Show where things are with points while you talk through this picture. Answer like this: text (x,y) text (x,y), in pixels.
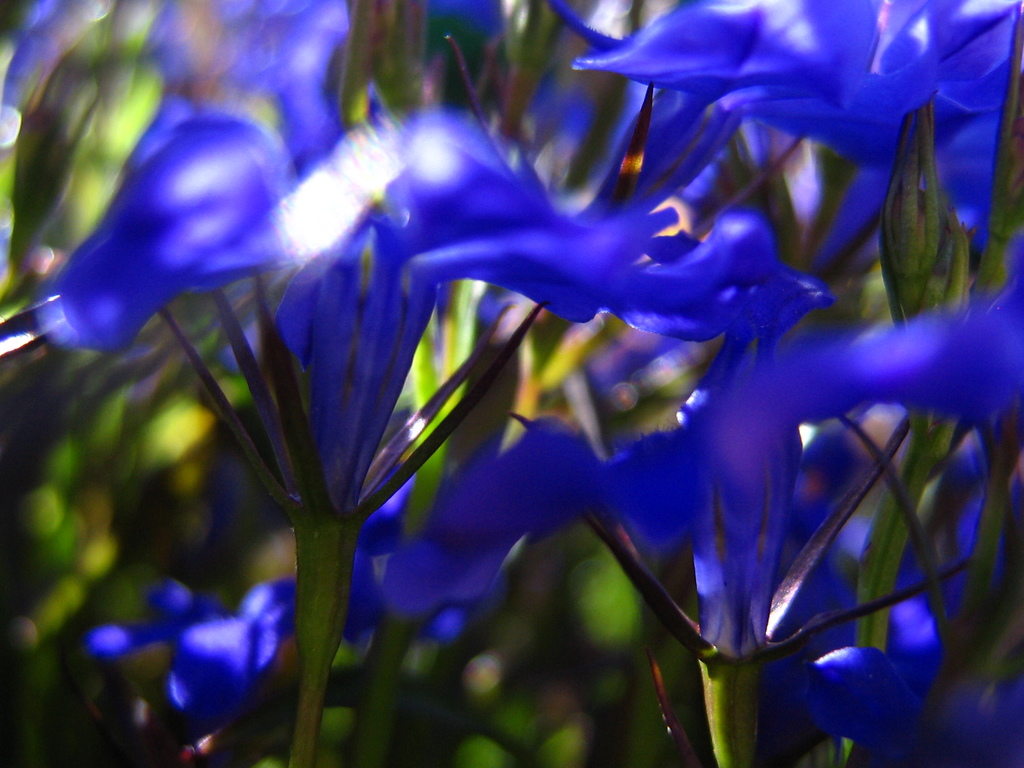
This image is taken outdoors. In this image there are a few plants (226,605) with green leaves (95,87) and there are a few flowers (239,187) which are violet in color.
